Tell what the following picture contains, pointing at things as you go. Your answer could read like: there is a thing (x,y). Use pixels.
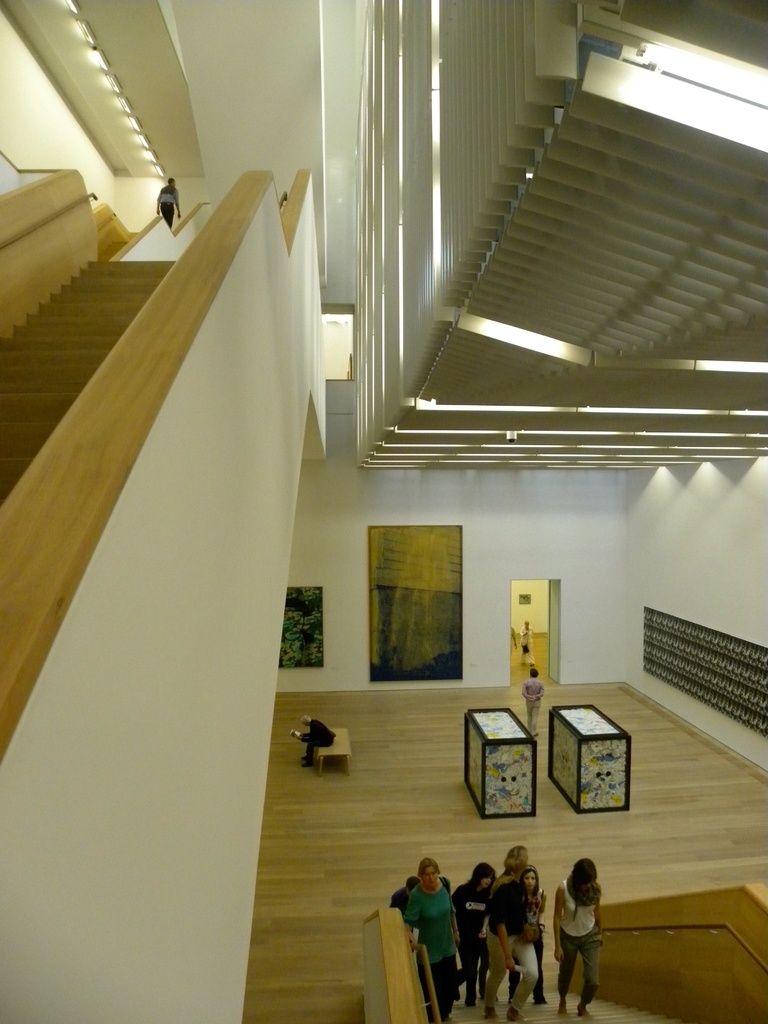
In this picture, we can see the inside view of a building (756,237). At the bottom of the image (429,927), a group of people (481,961) on the stairs (644,1023). Here we can see the floor (347,837), few objects (475,768), wall (624,593) and people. Top of the image (272,309), we can see the lights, railings (137,420), stairs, wall (294,270) and person (163,195).
